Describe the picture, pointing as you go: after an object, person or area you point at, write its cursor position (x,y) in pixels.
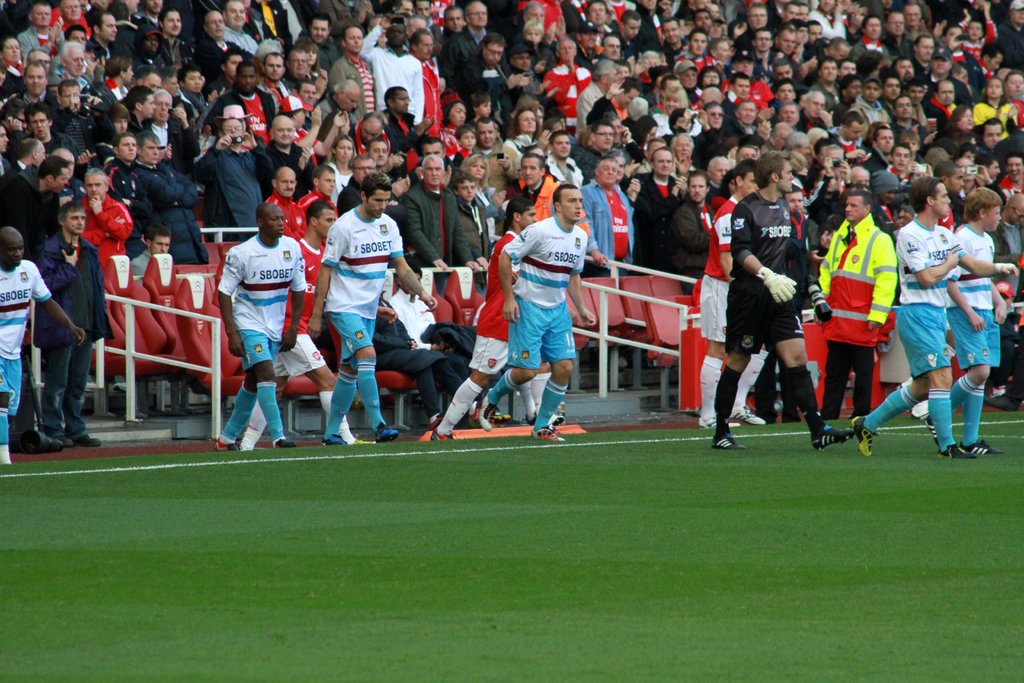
In this image we can see some people (925,358) standing on the grass field (654,518). In the background (69,141), we can see group of audience (542,159), chairs (155,268) and some barricades (681,310).
